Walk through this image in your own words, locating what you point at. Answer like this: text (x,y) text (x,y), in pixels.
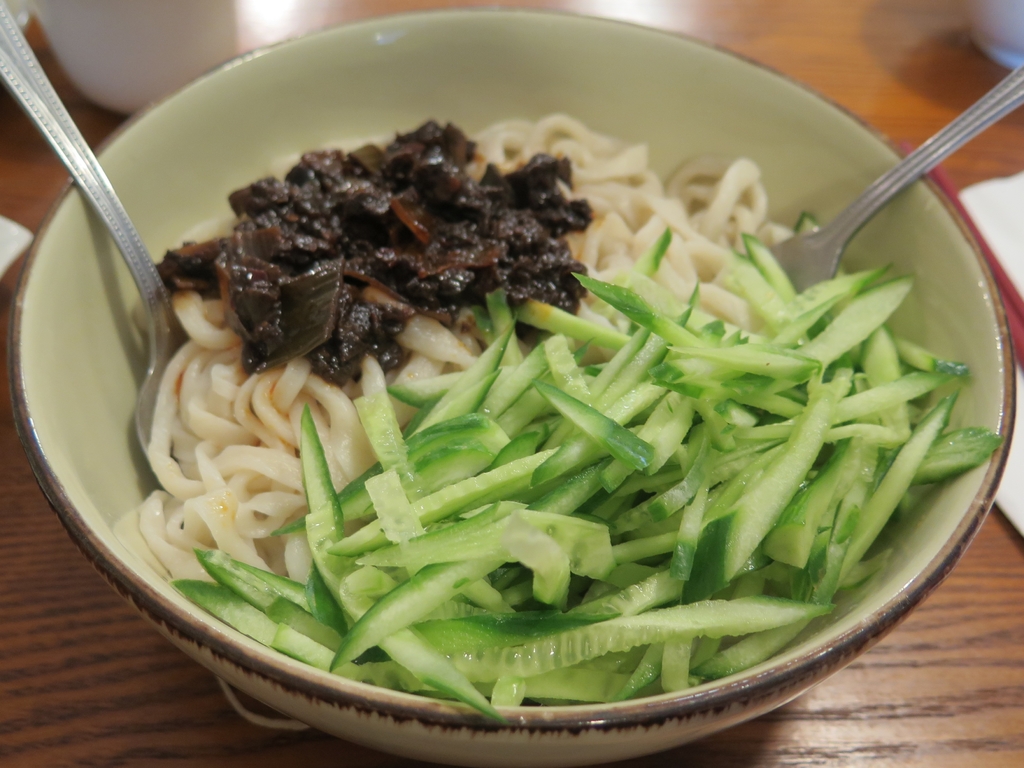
In this image we can see a bowl (181,599) on the table (68,673), And there are some food items (451,283) and spoons (856,215) in the bowl (820,127). There are few objects (155,31) on the table (876,103).
